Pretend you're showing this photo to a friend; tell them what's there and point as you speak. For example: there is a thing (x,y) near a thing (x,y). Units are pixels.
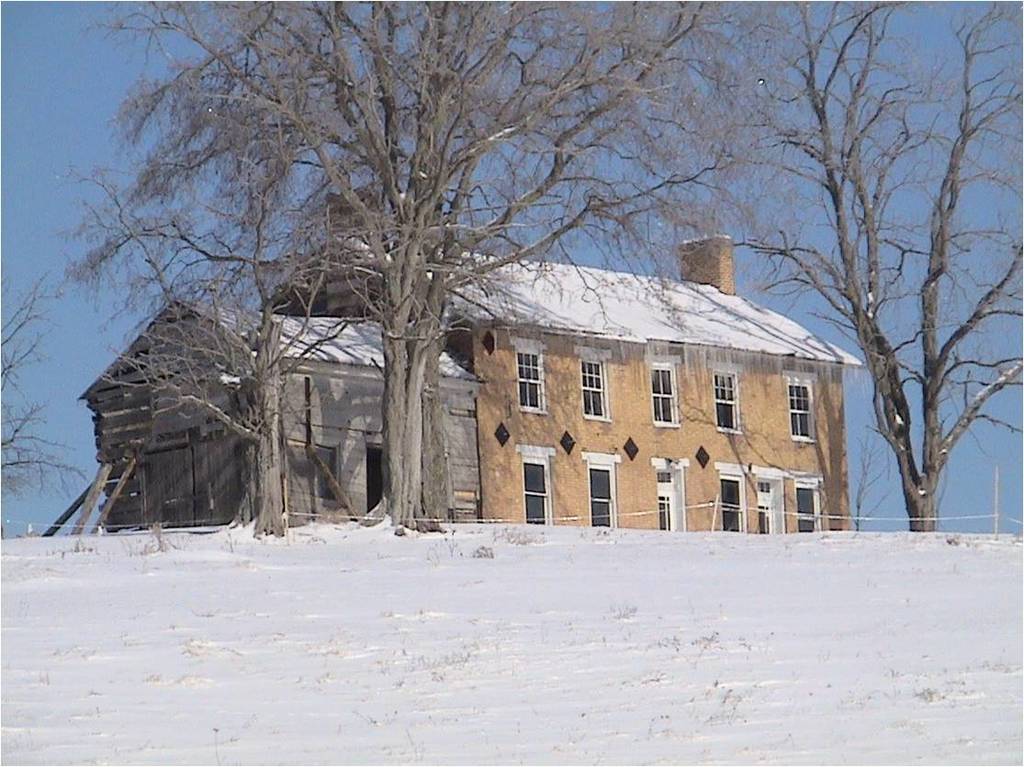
In this image we can see the houses (574,347) with roof (551,316) and windows (595,409). We can also see a group of trees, some poles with wires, the wooden poles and the sky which looks clear.
